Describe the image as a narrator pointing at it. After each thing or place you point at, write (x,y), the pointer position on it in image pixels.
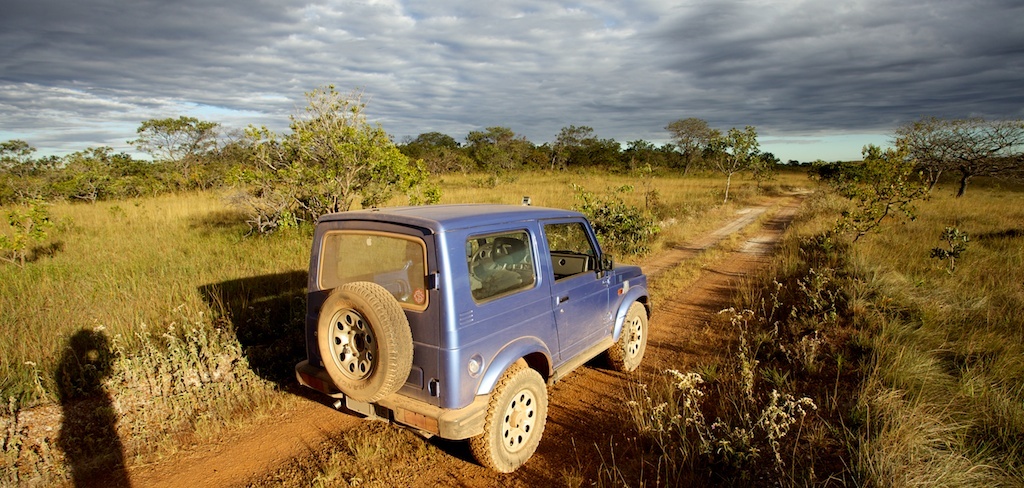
This image is taken outdoors. At the top of the image (209,61) there is the sky (670,47) with clouds (837,74). At the bottom of the image (287,450) there is a ground (676,451) with grass (685,428) and a few plants (696,437) on it. In the middle of the image (486,279) a jeep (420,269) is parked on the road (580,412). In this image there are many trees (394,156) and plants (871,189) on the ground (759,385).
